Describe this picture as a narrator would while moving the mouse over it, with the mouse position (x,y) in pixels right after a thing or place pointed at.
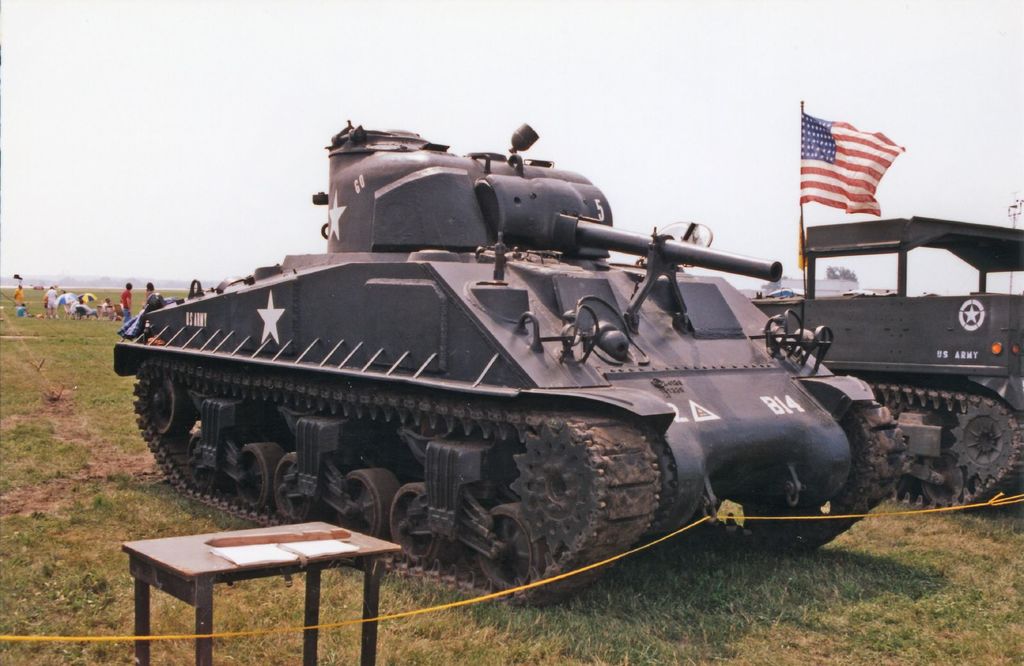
In the center (501,380) we can see tank (455,349), on the left we can see table (198,617). On the right (949,334) we can see another vehicle (904,314) and flag (813,176). Coming to background (371,81) we can see sky (280,105) with clouds (170,149), grass (94,326) and few persons (102,314) were standing.
